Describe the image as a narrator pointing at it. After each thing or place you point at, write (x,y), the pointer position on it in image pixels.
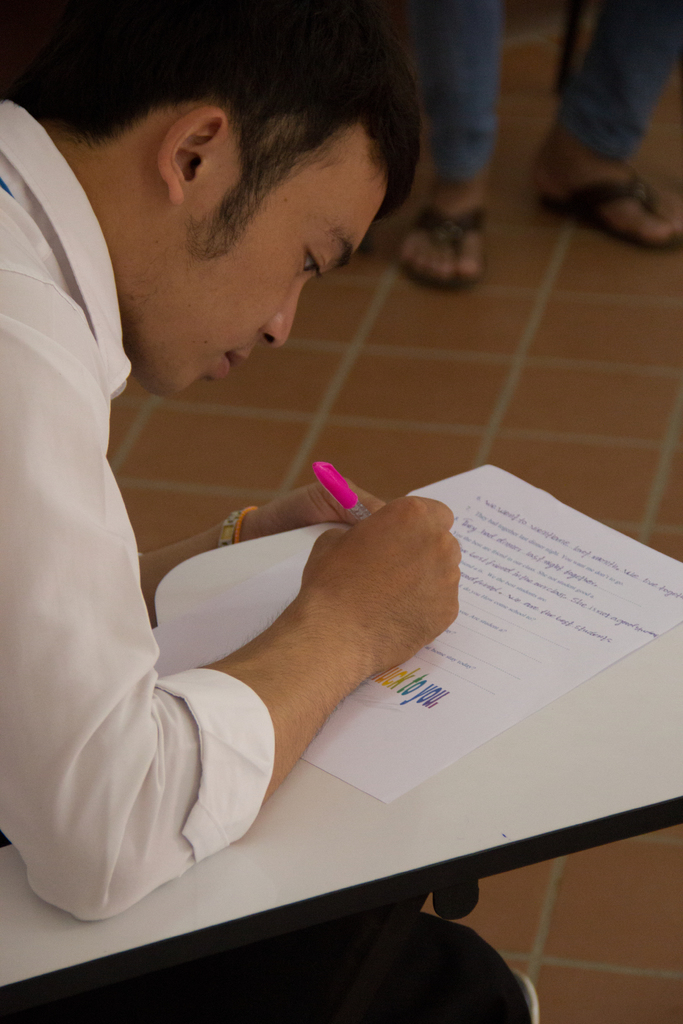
In the center of the image (361,667) we can see one person (252,682) sitting on the chair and he is holding a pen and he is writing something on the paper (276,600). In the background (617,33) we can see human legs (660,40) and a few other objects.
